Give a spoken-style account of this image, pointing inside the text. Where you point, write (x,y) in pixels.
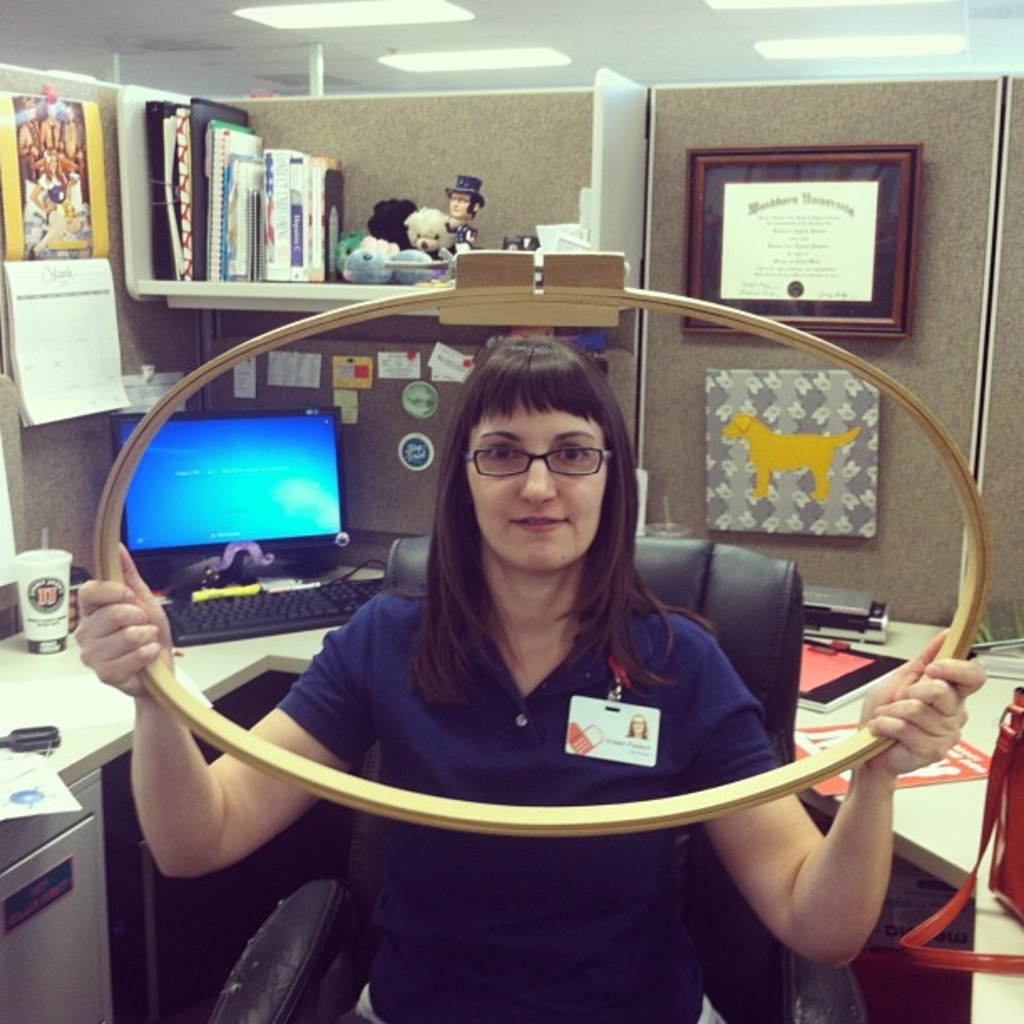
There is a woman (550,385) in violet color t-shirt (738,672) smiling, sitting on a chair (735,962) and holding a ring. On the right side (1012,811), there is a hand bag (992,811) on the table (1010,944) on which, there is a monitor (256,487), keyboard (277,612), white glass (44,604) and other objects (0,745), frames (807,239) attached to the wall (666,208), a calendar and other stickers (438,359) attached to the wall (71,438), books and toys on the shelf (128,255) and there are lights (942,46) attached to the white roof (261,41).
